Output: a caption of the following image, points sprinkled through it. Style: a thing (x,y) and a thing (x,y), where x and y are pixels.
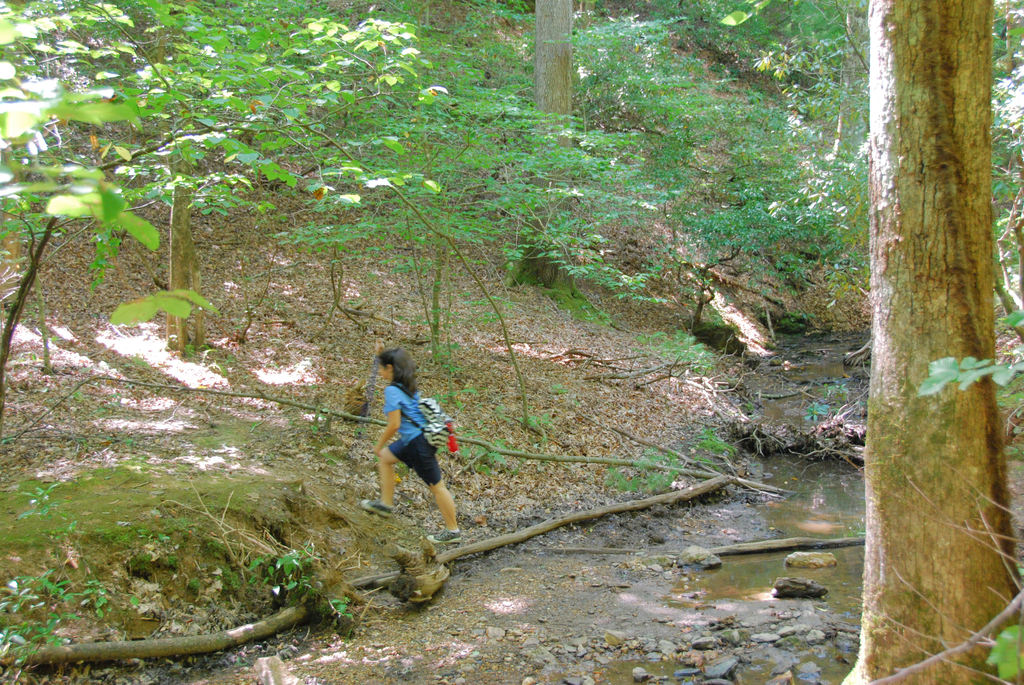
In this picture I can see a girl (387,489) wearing bag (428,422) and walking on the land (31,389), around we can see some water (800,481), trees (11,339).
